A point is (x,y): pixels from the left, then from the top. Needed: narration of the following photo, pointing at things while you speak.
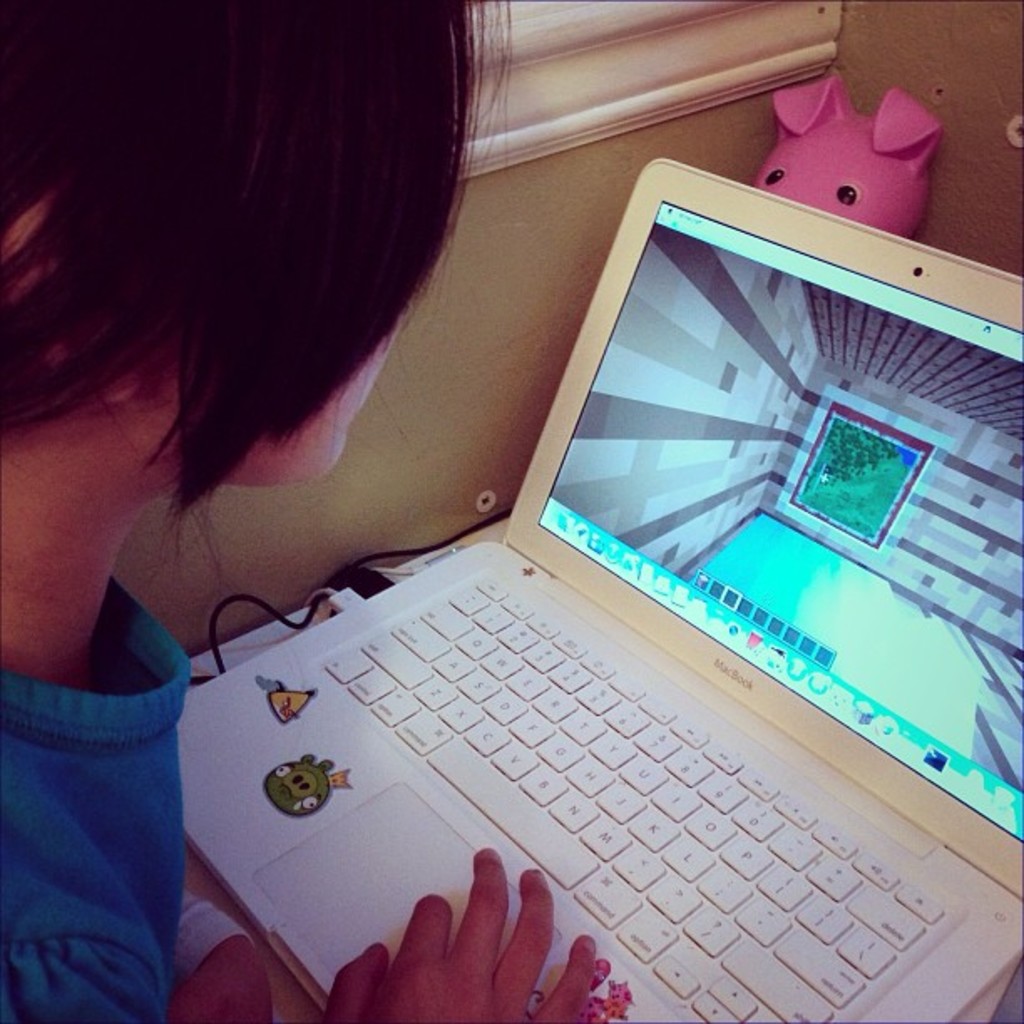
In this image I can see a person (189,1013), laptop (552,834), toy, wire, window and wall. This image is taken may be in a room (449,532).
